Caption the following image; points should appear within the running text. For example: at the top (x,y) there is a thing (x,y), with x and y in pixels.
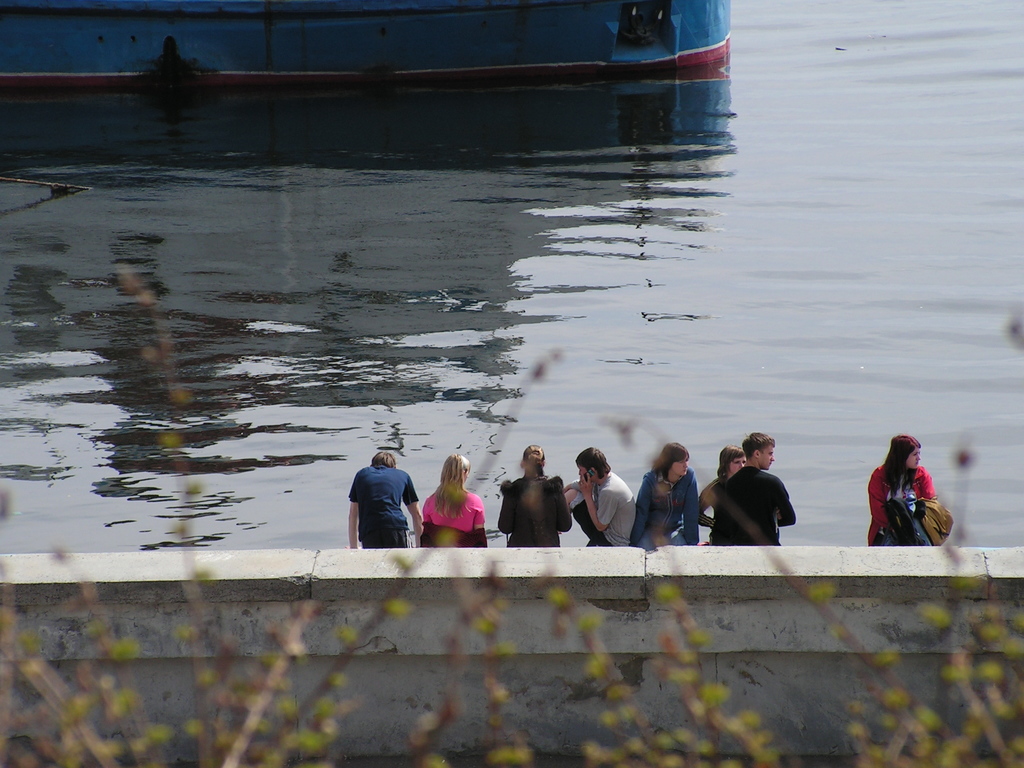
In this image I can see few trees (689,688), the wall (650,677) and few persons (467,500) sitting. In the background (760,306) I can see the water (575,333) and a blue, white and red colored object (519,46) on the surface of the water (585,241).
